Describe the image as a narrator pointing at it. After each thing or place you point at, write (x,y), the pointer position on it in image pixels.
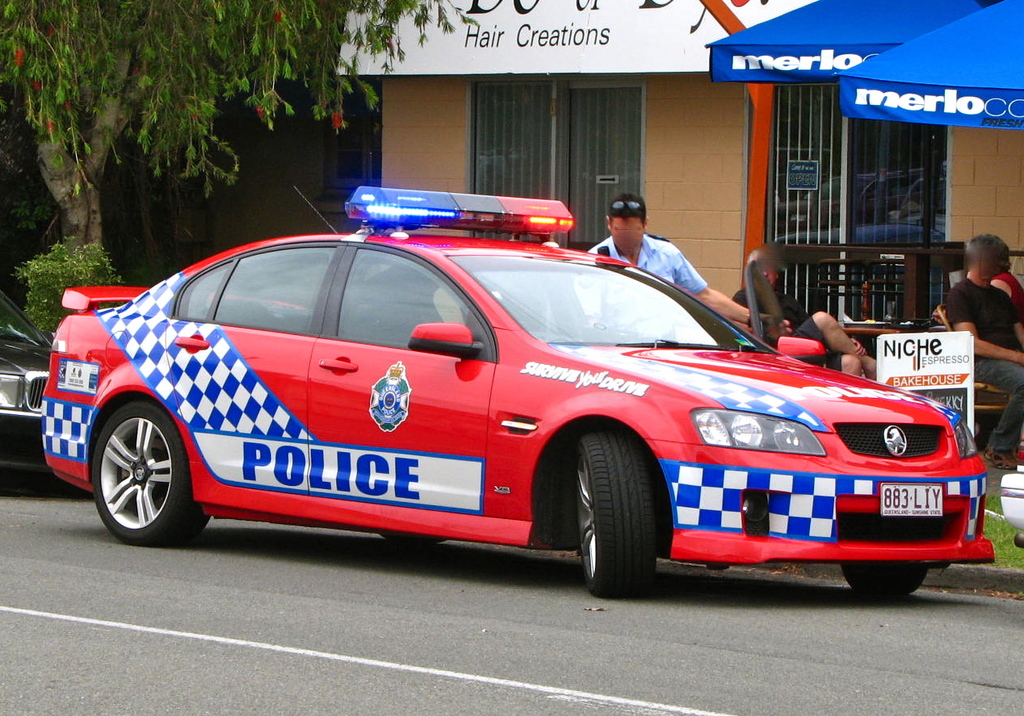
In this image, we can see vehicles (260,459) on the road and in the background (977,315), there are people (961,317) and some are sitting on the bench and we can see grilles (777,216), boards (929,371), tents (986,116), trees (260,89) and there is a shed (495,135).
